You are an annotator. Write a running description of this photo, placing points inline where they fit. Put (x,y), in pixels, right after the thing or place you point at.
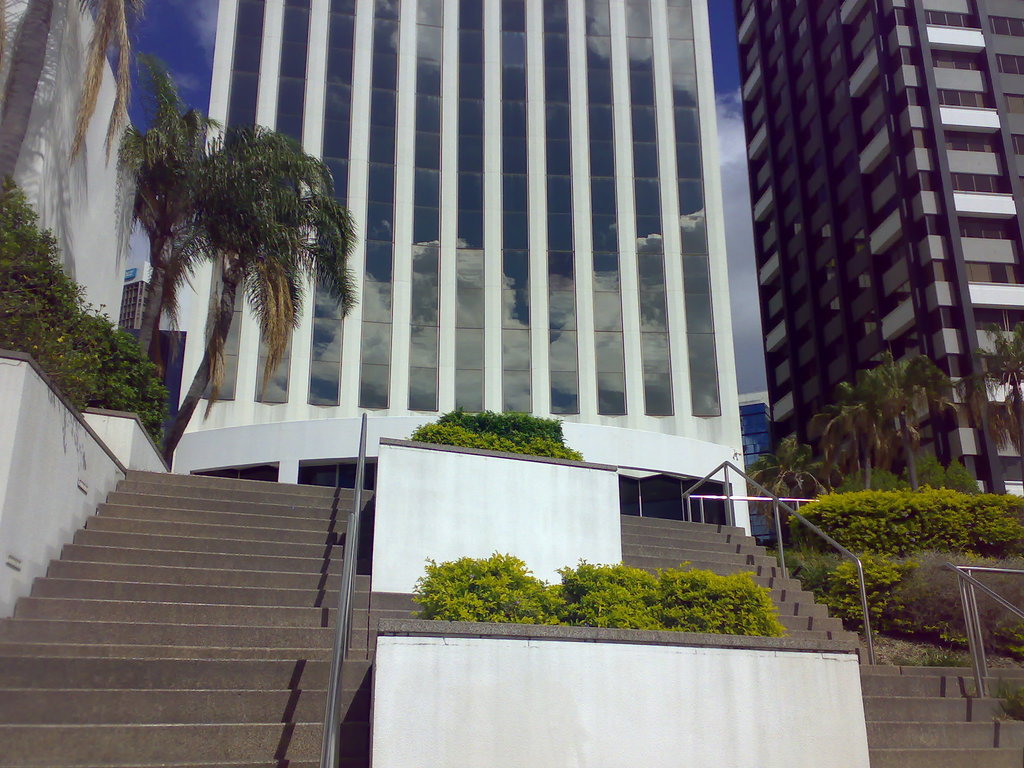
In this image we can see some buildings (598,127) and in the foreground of the image (323,551) we can see some stairs (33,707), plants (899,627), there are some trees (146,343) on left (220,343) and right side of the image (853,394).
